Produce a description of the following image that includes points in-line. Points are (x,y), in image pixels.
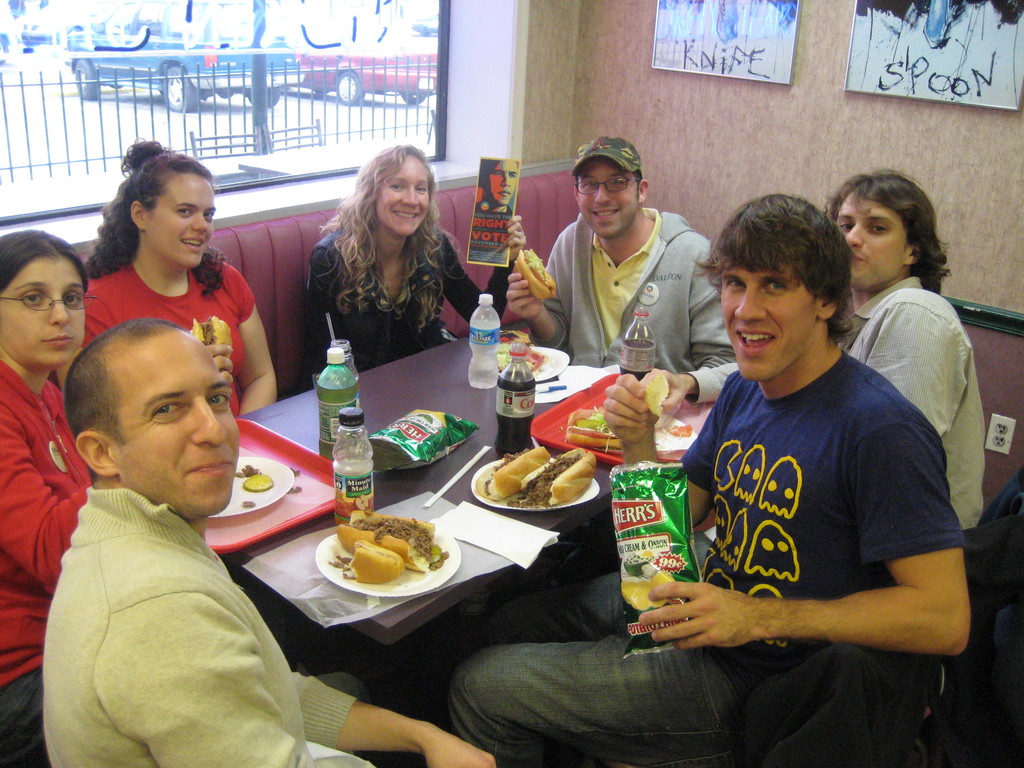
People (723,325) are seated in a room (54,217). There is a table (472,437) at the center (496,383) on which there are food items (549,492), bottles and napkins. A person (626,387) is holding a chips packet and another person (504,270) is holding a pamphlet (476,207). There are photo frames (912,79) at the back (886,76) and there is a glass window (367,123) through which we can see fence (23,105) and cars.
